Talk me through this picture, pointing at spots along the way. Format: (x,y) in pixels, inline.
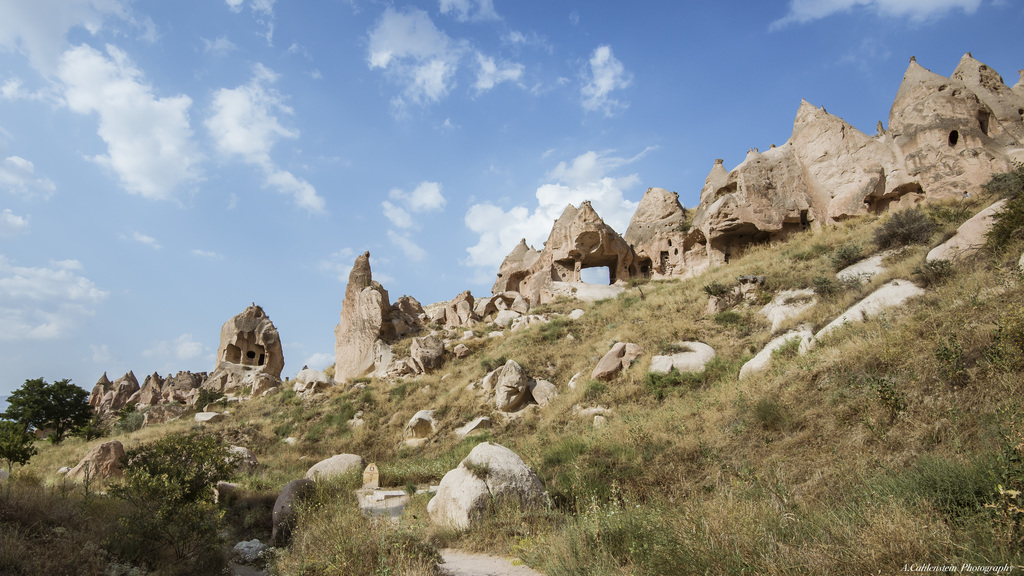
In this image we can see grass (752,474), rocks (504,471), plants (217,463), trees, and ruins (803,146). In the background (524,55) there is sky (541,202) with clouds (546,233).
